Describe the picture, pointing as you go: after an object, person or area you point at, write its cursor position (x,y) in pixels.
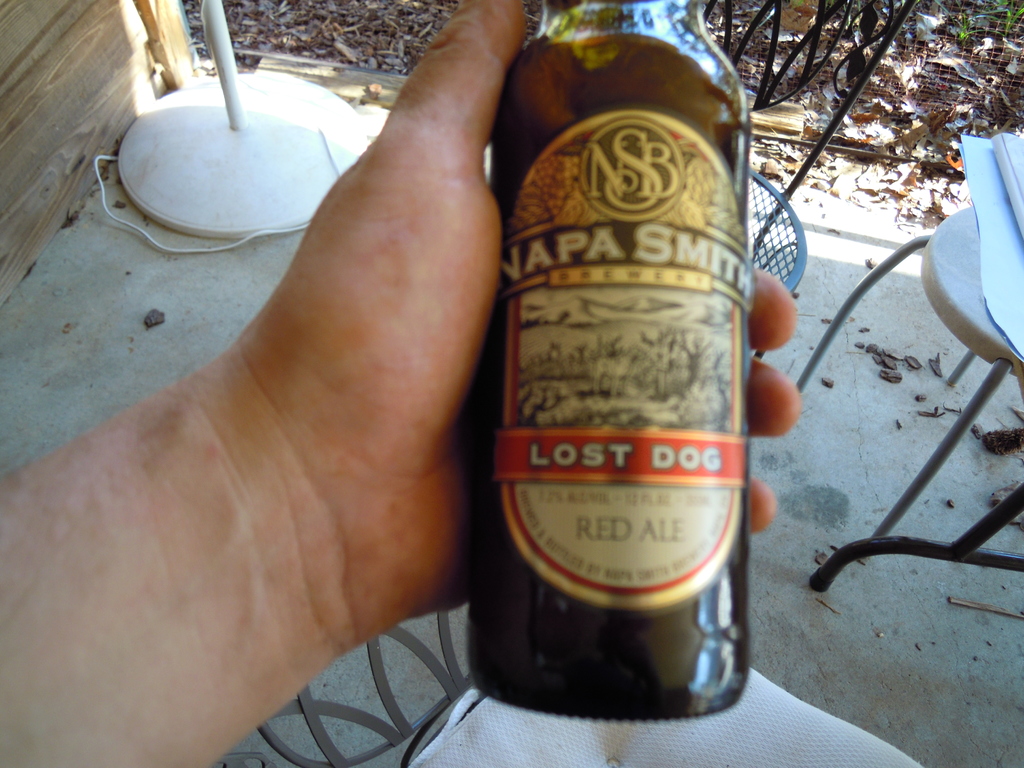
This is a picture taken in the outdoor. A person (445,395) is holding a bottle (557,348) under the bottle (516,475) there is a chair (589,722) with a cushion (569,738). Behind the bottle (529,229) there is a fencing (837,76) and some items (209,126) on the floor (121,337).
